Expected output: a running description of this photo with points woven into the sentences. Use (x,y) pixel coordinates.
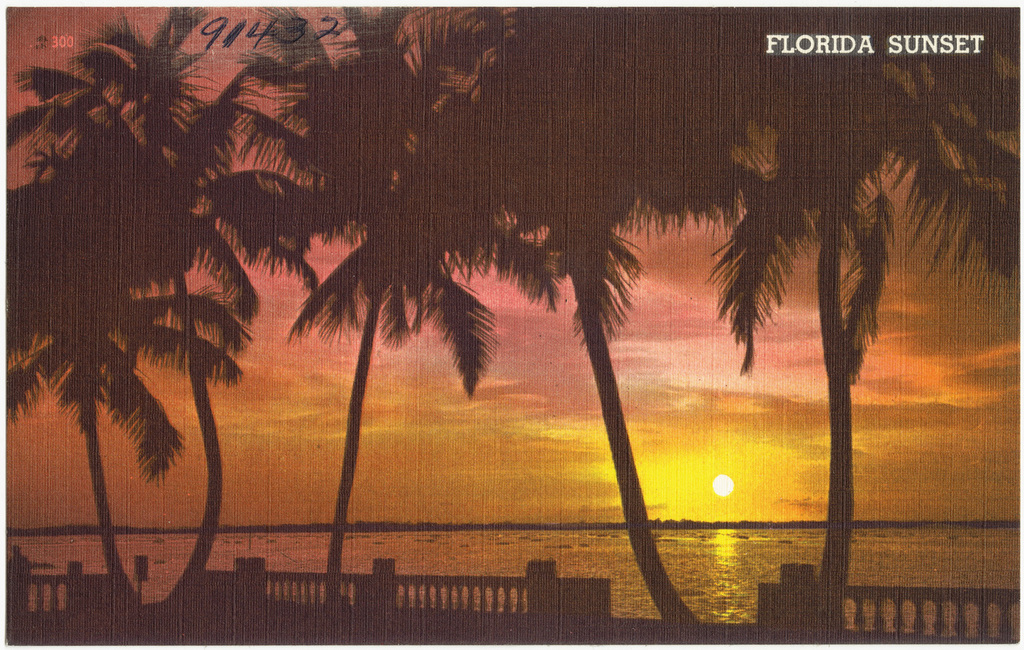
In the image we can see trees (479,240), fence (462,604), cloudy sky (460,463) and the sun (720,487). Here we can see the sea (709,565) and on the top right (828,38) we can see text (840,47).
